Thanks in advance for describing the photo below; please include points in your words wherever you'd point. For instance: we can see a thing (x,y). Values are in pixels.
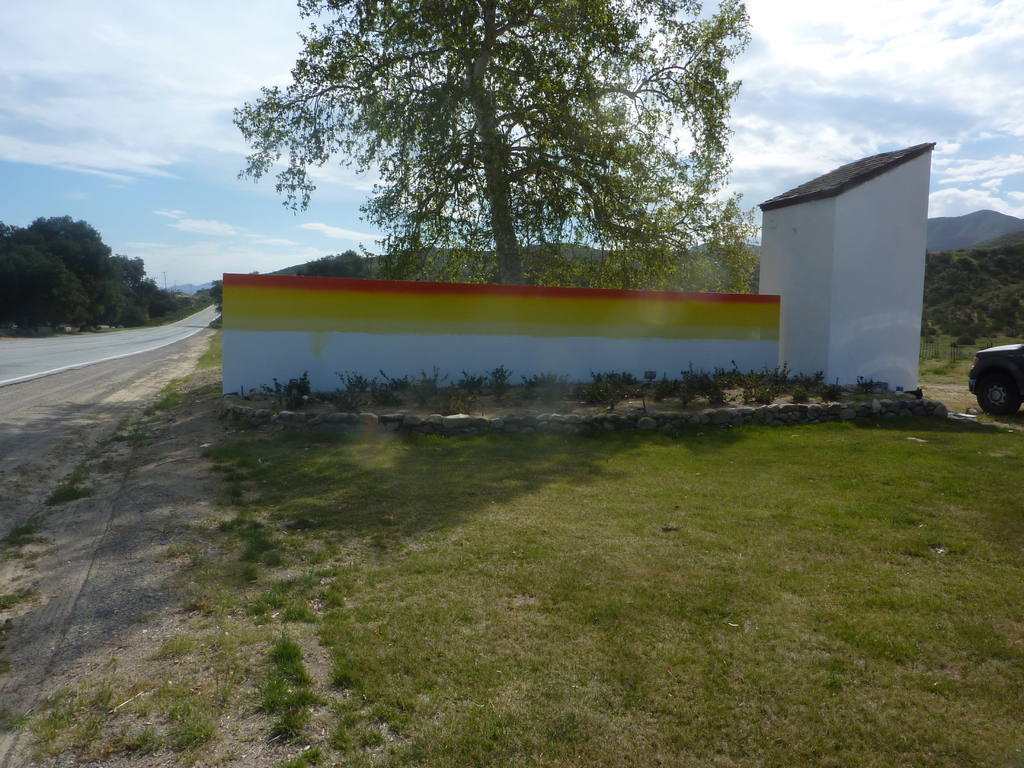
In this image we can see a shed (798,217), trees (492,111), sky (129,128) with clouds (113,149), road (125,343), motor vehicle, shrubs (389,389), stones (586,416) and ground (447,545).
